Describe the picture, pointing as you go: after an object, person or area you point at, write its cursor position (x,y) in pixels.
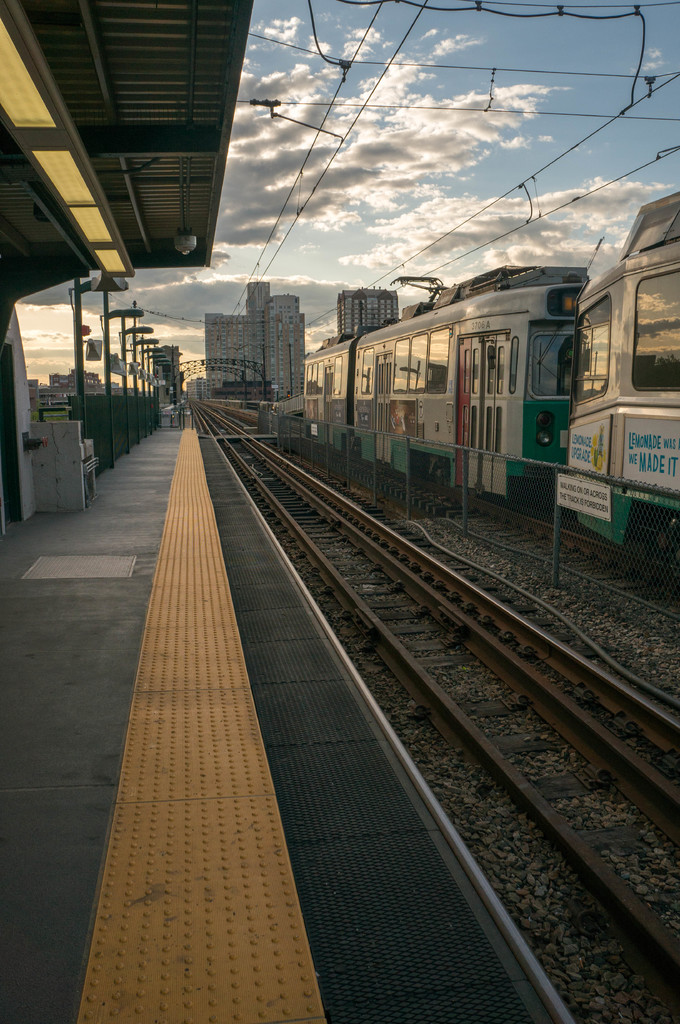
The image is taken in a railway station (149,407). On the left (73,510) there are street lights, poles (10,475), platform (201,474) and other objects (143,22). In the center of the picture (442,605) there are railway tracks (382,581), stones (520,573), trains (502,407), cables (322,105) and other objects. In the center of the background (372,313) we can see buildings (218,329). At the top (382,168) it is sky (426,196).
